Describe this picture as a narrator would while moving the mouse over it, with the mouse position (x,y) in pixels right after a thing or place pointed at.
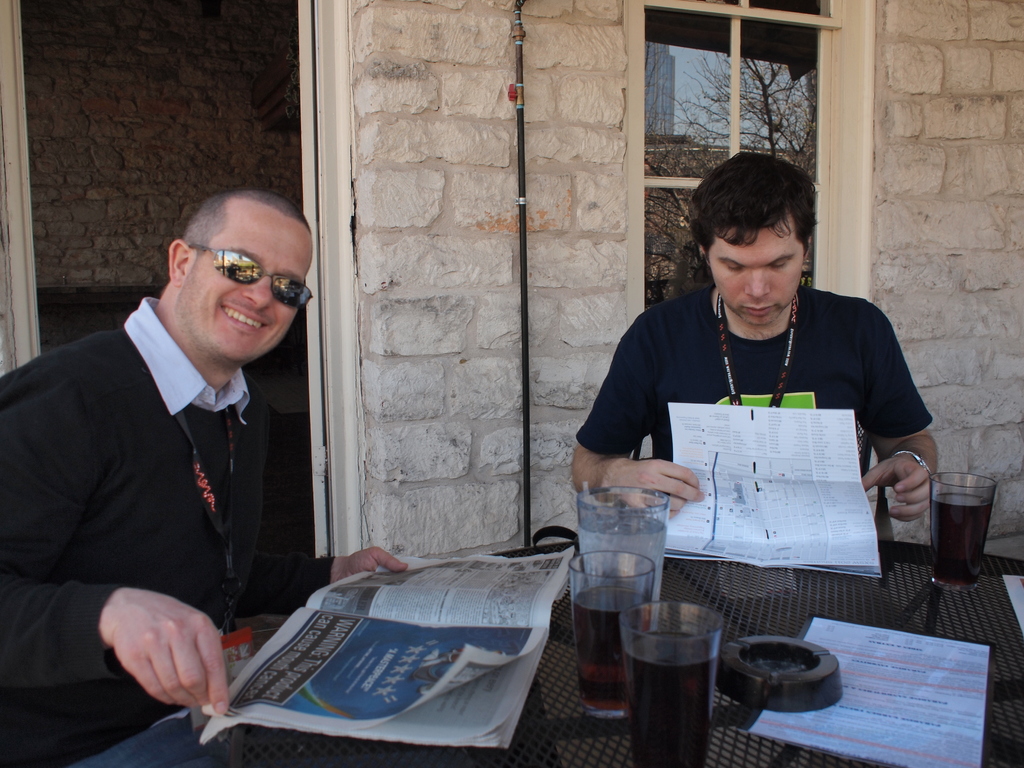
In the image, there are two men (742,305) sitting in front of a table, one person (157,690) is smiling and the other person (773,397) is busy with some work. On the table (551,666) there are newspapers (485,630), papers (897,657) and glasses (701,646). Behind these people (291,226), there is a room (251,139) and it is made of stone (421,183), in front of the room (604,80) there is a window (637,116).
